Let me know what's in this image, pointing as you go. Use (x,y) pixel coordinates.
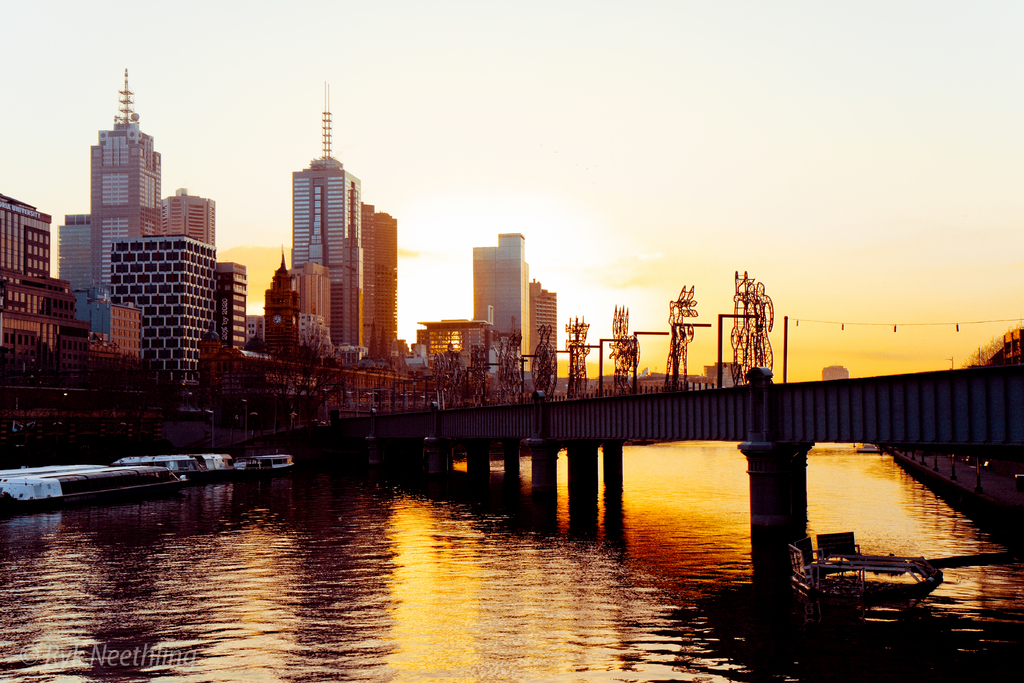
In this image there are some boats (41,496) in the water (253,637), also there is a bridge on the top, beside that there are so many buildings (191,234).
